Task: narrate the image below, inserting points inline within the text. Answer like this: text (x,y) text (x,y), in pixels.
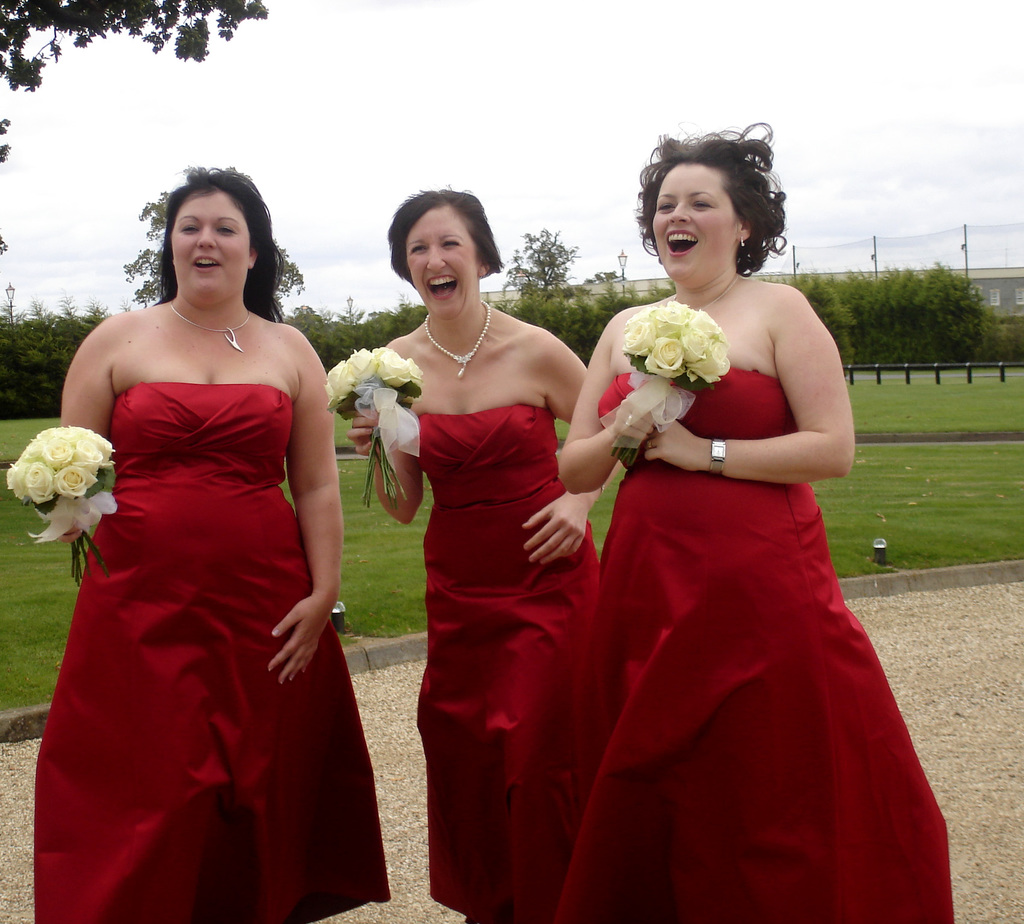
In this picture there are women (432,514) standing and laughing and holding flowers (97,520) in their hands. In the center (356,520) there is grass (900,517) on the ground (878,463). In the background (53,350) there are trees (859,327), there is a building (972,278) and the sky (596,97) is cloudy.
